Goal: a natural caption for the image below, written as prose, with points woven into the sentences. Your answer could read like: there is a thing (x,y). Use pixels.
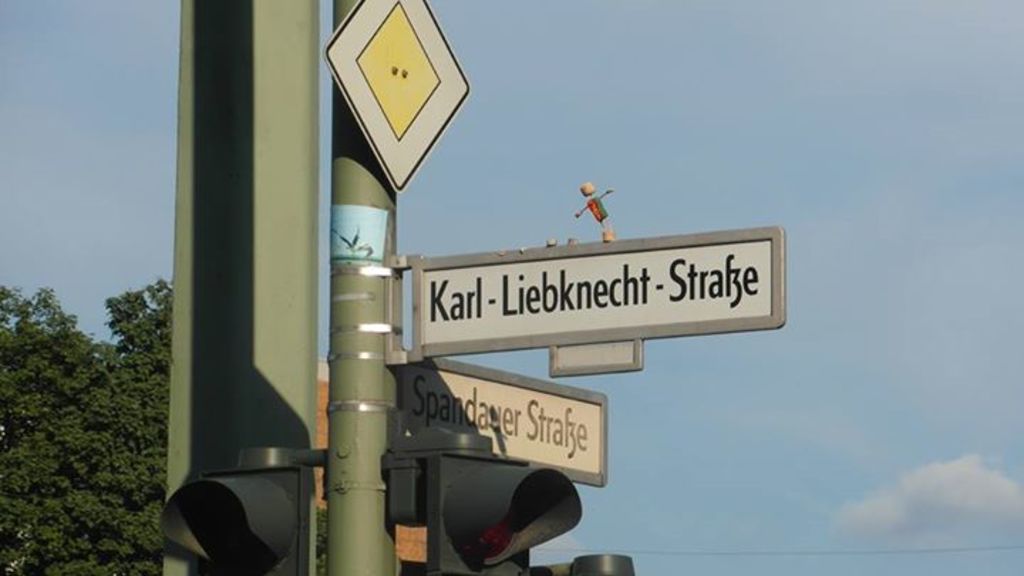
In this image I can see traffic signal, background (859,255) I can see few boards (442,350) attached to the pole (367,283), trees (137,402) in green color and sky (732,82) in blue and white color.
